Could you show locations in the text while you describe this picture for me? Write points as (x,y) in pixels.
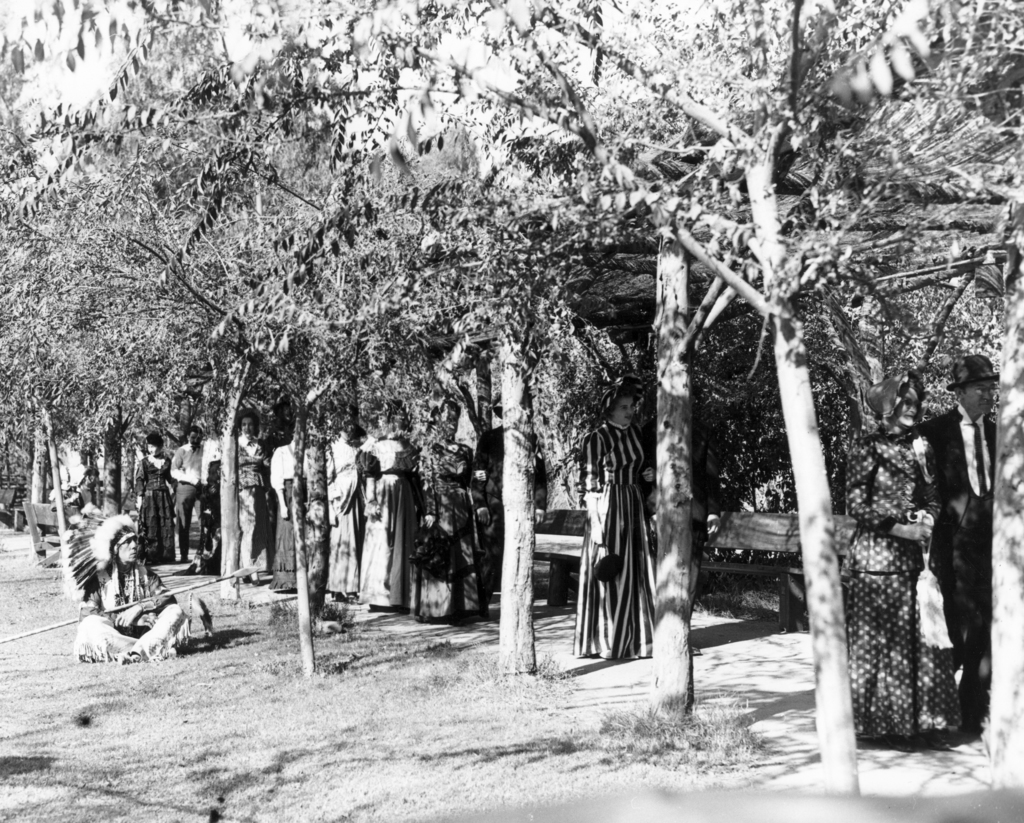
In this image, we can see some people (384,499) walking, there are some trees (700,252), at the left side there is a person (70,562) sitting on the ground (32,654).
